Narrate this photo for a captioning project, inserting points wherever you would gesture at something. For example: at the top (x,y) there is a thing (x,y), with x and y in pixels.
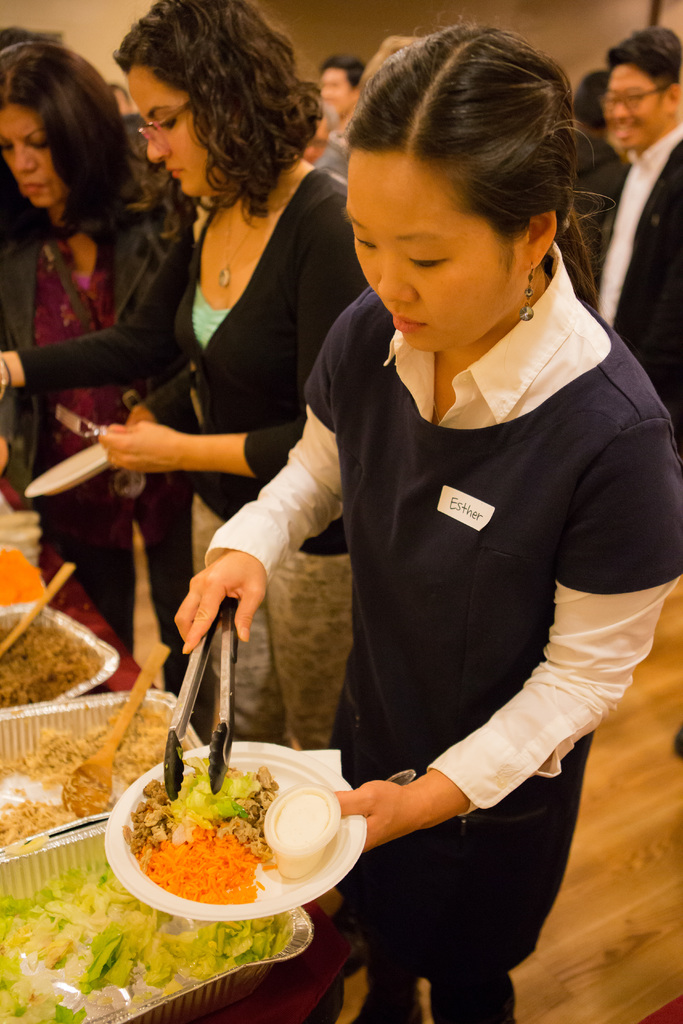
In this picture I can see people (519,403), wooden floor (668,666) and table (86,599). Above that table (95,615) there are aluminium boxes (77,832) along with food (263,945) and spatulas (84,790). In the front (466,271) a woman (466,328) is holding a plate (157,770) along with food (203,840) and kitchen tool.
